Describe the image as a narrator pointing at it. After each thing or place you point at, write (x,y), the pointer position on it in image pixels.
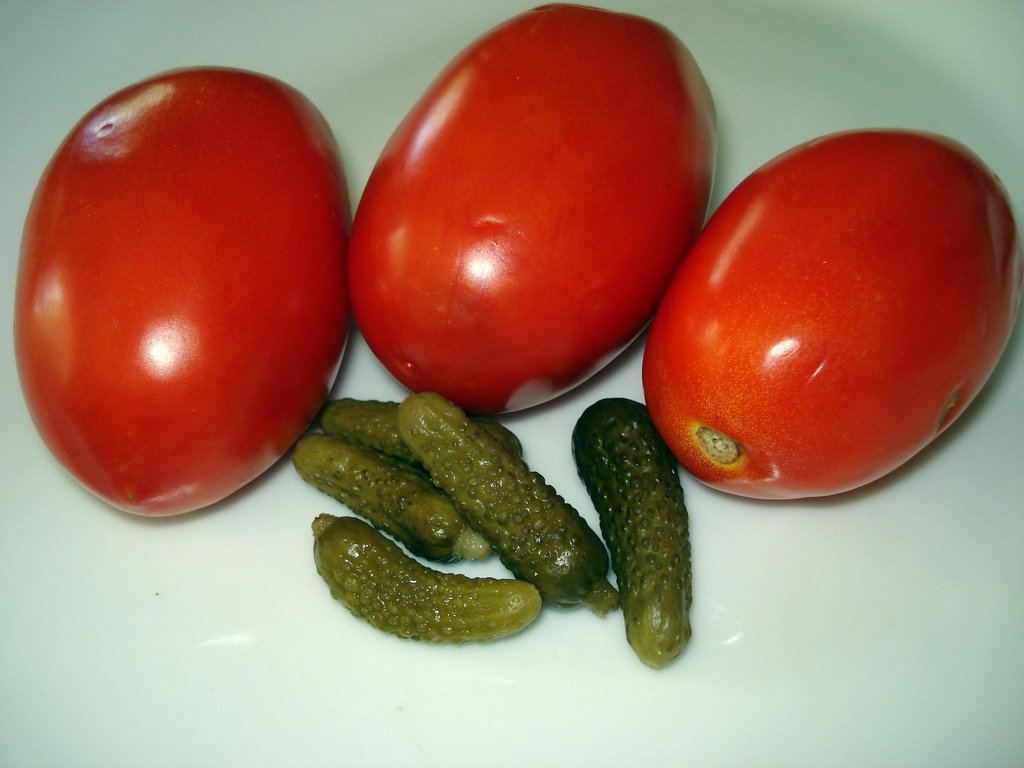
In this image we can see some tomatoes (550,225) and pickled cucumber (390,607) placed on a surface (191,649).
